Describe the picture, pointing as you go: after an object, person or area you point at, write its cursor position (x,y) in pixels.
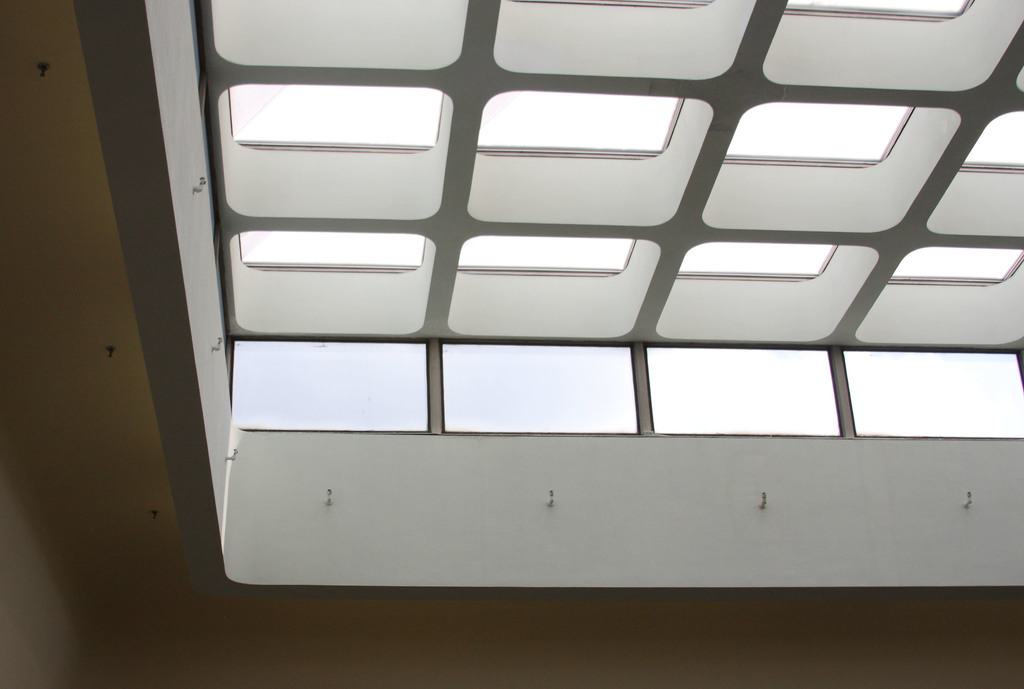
In the picture we can see a ceiling (711,632) which is designed as a window (922,387).
